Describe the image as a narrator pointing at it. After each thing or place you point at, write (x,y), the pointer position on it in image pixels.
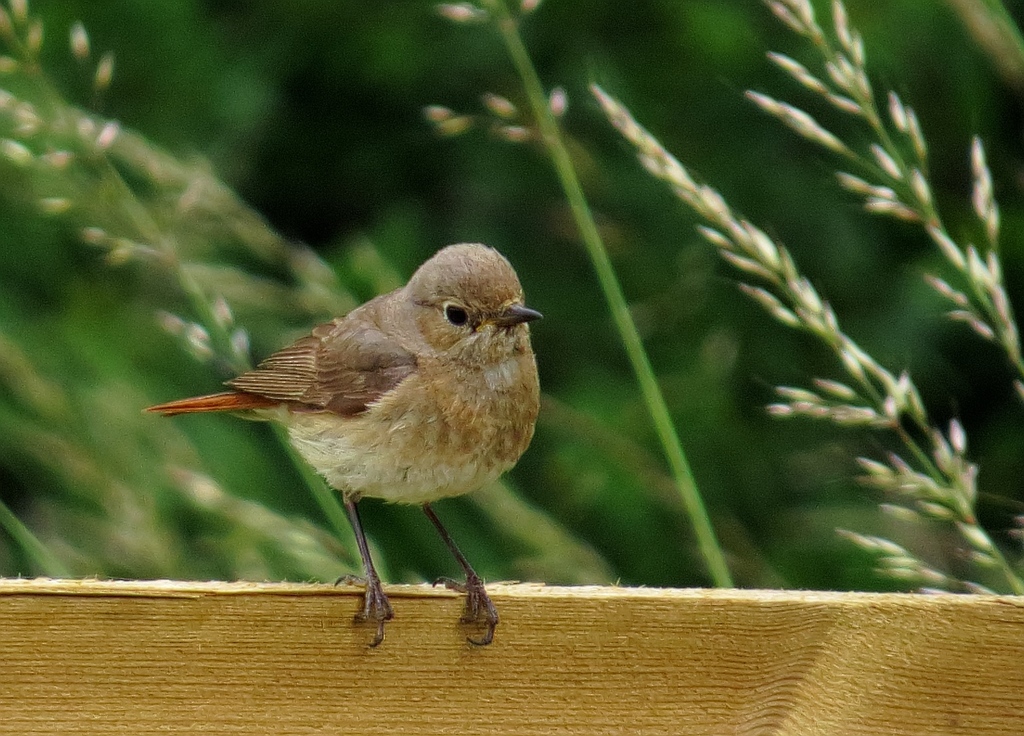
In this image we can see a bird (462,407) on the wood (612,648) and a blurry background (228,470).
